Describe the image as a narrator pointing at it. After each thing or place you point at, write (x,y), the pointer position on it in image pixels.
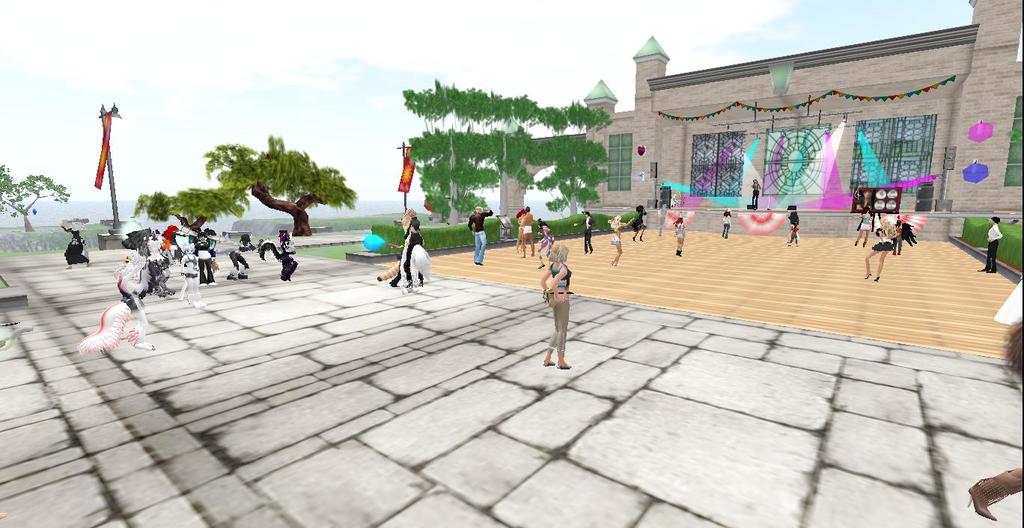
This is an animated image, in this picture there are people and we can see animals (409,274), wall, trees (193,195), flags (98,167), poles (406,202), plants (1009,241) and objects (860,204). In the background of the image (311,90) we can see the sky (326,86).
